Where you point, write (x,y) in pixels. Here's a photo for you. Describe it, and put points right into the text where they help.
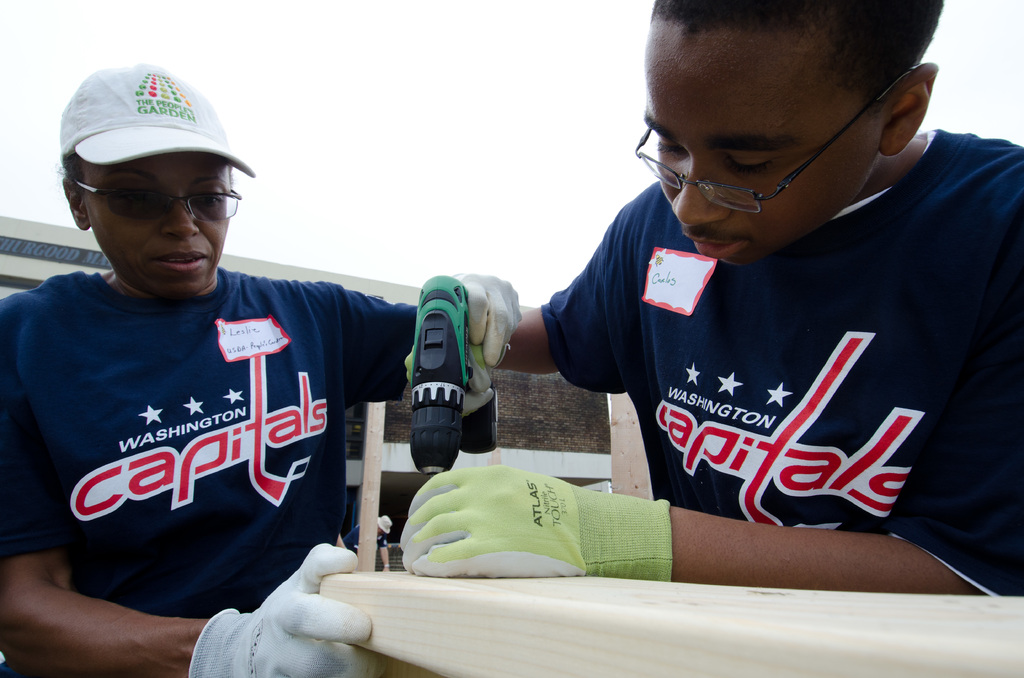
Here I can see two persons (136,394) wearing blue color t-shirts (708,380), holding a machine (443,379) in the hands (498,339) and looking at the downwards. At the bottom (522,602) there is a table (773,645). At the top (405,77), I can see the sky (392,93).
